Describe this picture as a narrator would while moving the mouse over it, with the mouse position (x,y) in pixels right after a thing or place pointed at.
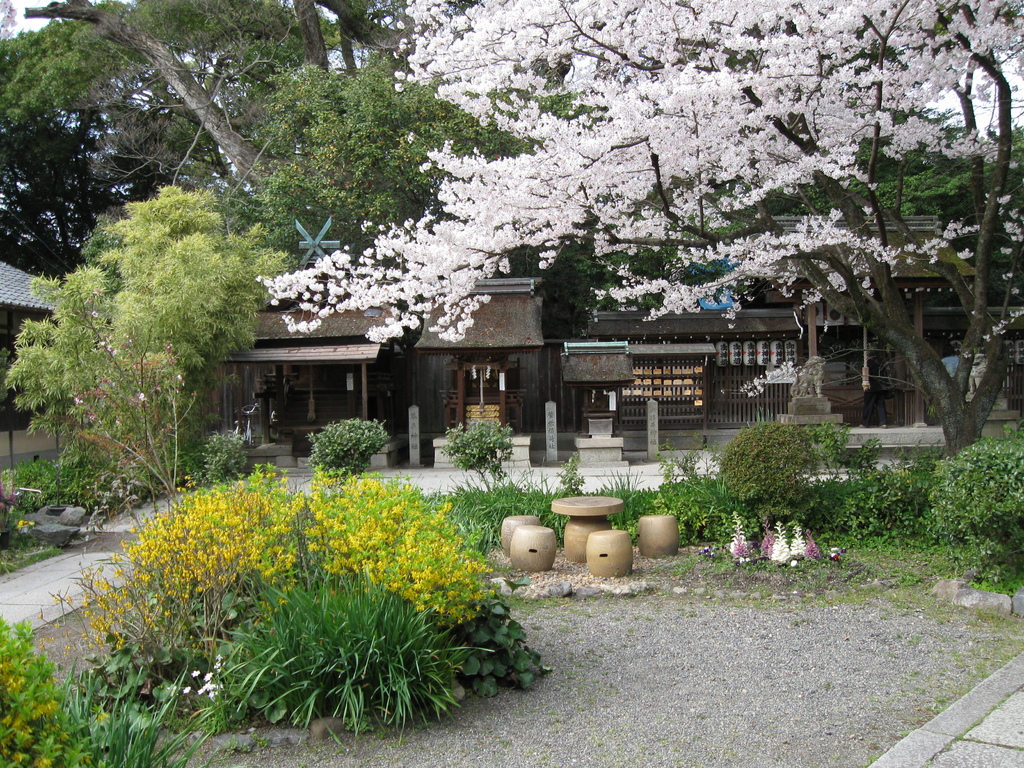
In the middle of the image (512,420) we can see some plants (62,419), trees (64,320) and buildings (429,420).
